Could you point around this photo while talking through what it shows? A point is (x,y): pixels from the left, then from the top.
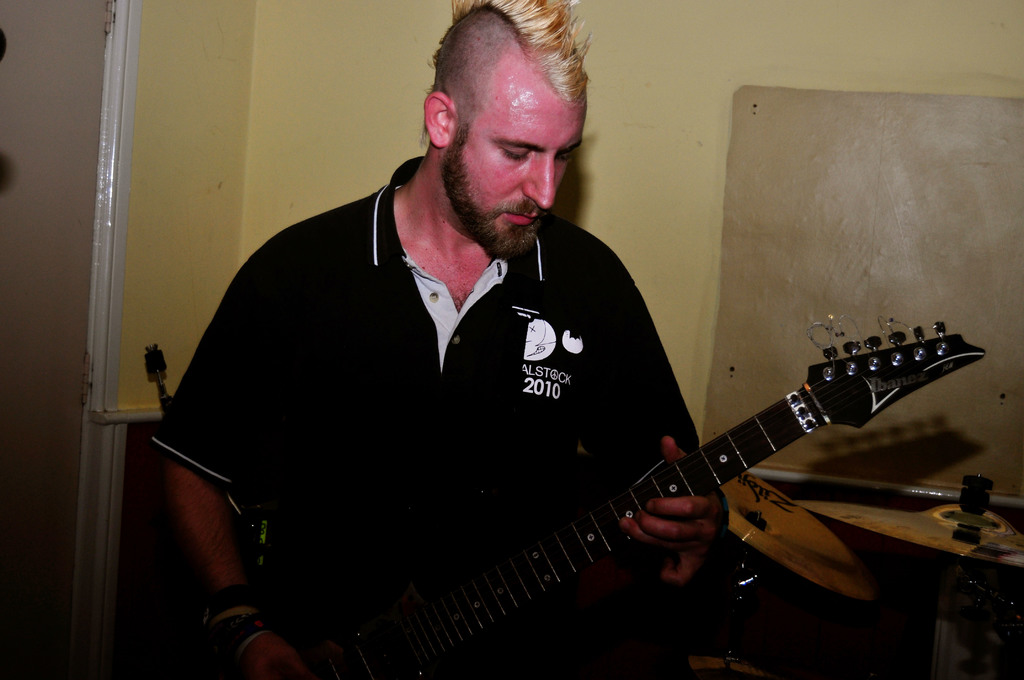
In the picture we can see a man (374,373) holding a guitar (849,360), a man (404,365) is wearing a black T-shirt (449,445) and a funky hair style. In the background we can find a yellow wall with door (3,631).
